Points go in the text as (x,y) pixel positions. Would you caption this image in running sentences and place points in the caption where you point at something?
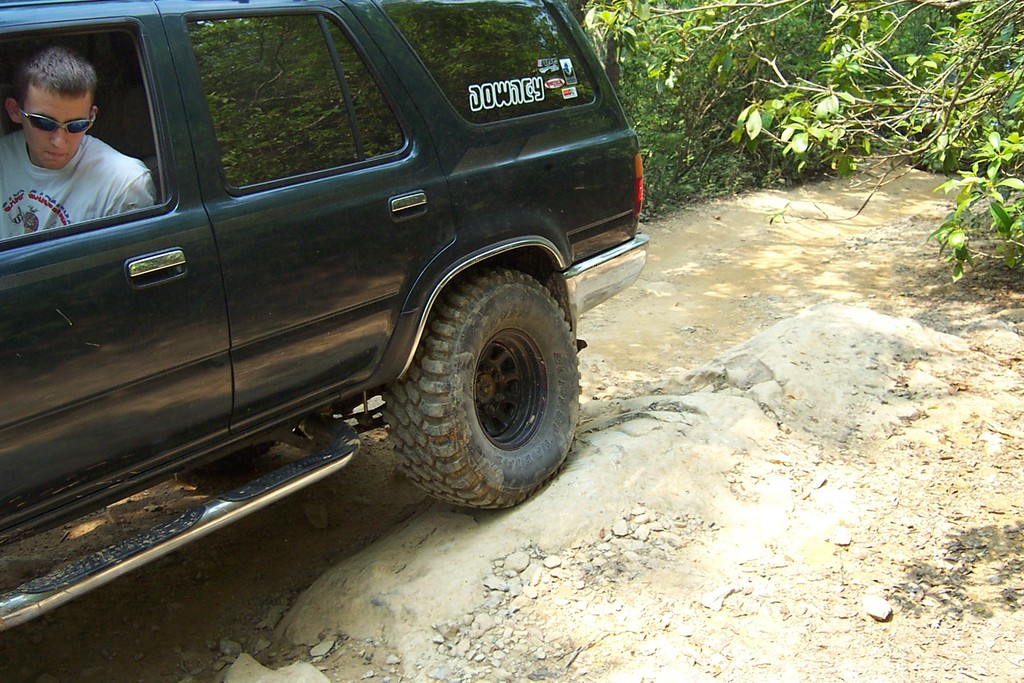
A man (80,169) is looking through window (139,116) of a vehicle (139,116). The color of the vehicle (280,44) is black. The vehicle (255,417) passing over a stone (607,416). The road (286,623) is very narrow with some plants (809,172) on either side.
